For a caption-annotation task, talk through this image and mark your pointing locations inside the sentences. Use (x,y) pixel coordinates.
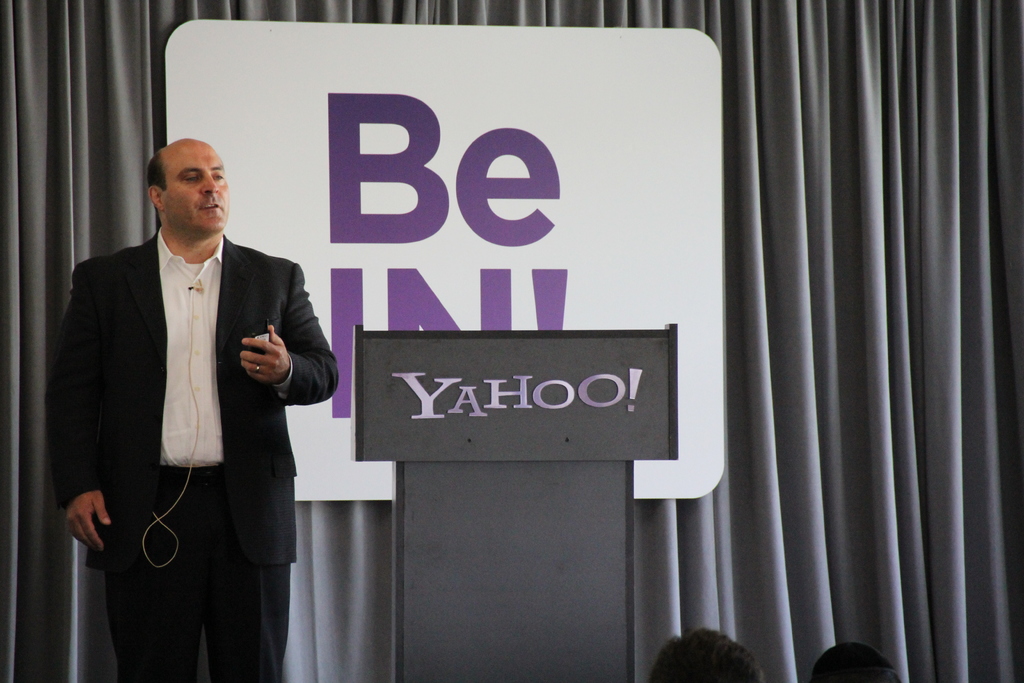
In this image, we can see a person (217,390) standing and wearing a coat (156,342) and a mic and holding an object (261,334) and we can see a podium (514,425). In the background (853,305), there is a board (586,134) and a curtain (910,244). At the bottom (711,654), there are some people (741,661).
